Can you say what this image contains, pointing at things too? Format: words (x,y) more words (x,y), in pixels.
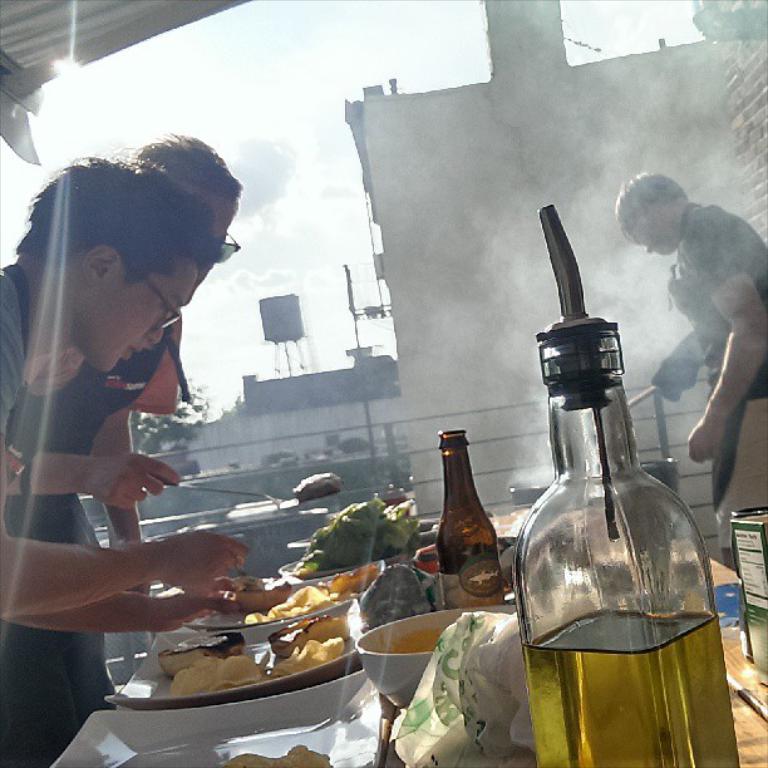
in this image i can see three men (147,484) standing and there is a table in the center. an oil bottle (573,669) in the front (581,633). there are many plates (303,716) and food (287,614) on the left side (246,736). the person (720,329) at the right corner (726,322) is cooking wearing a black t shirt (722,258). behind him there is a building (371,138) and a open sky (254,61).
